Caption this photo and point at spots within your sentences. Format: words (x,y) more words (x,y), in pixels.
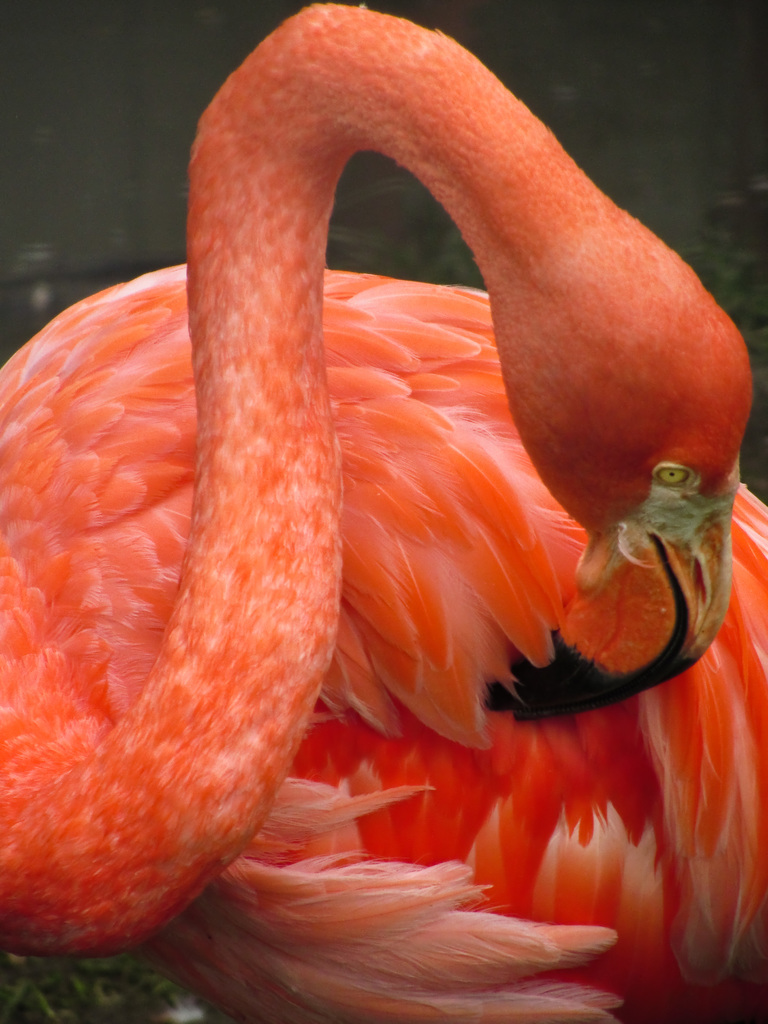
In the image there is a beautiful orange flamingo (411,443).
